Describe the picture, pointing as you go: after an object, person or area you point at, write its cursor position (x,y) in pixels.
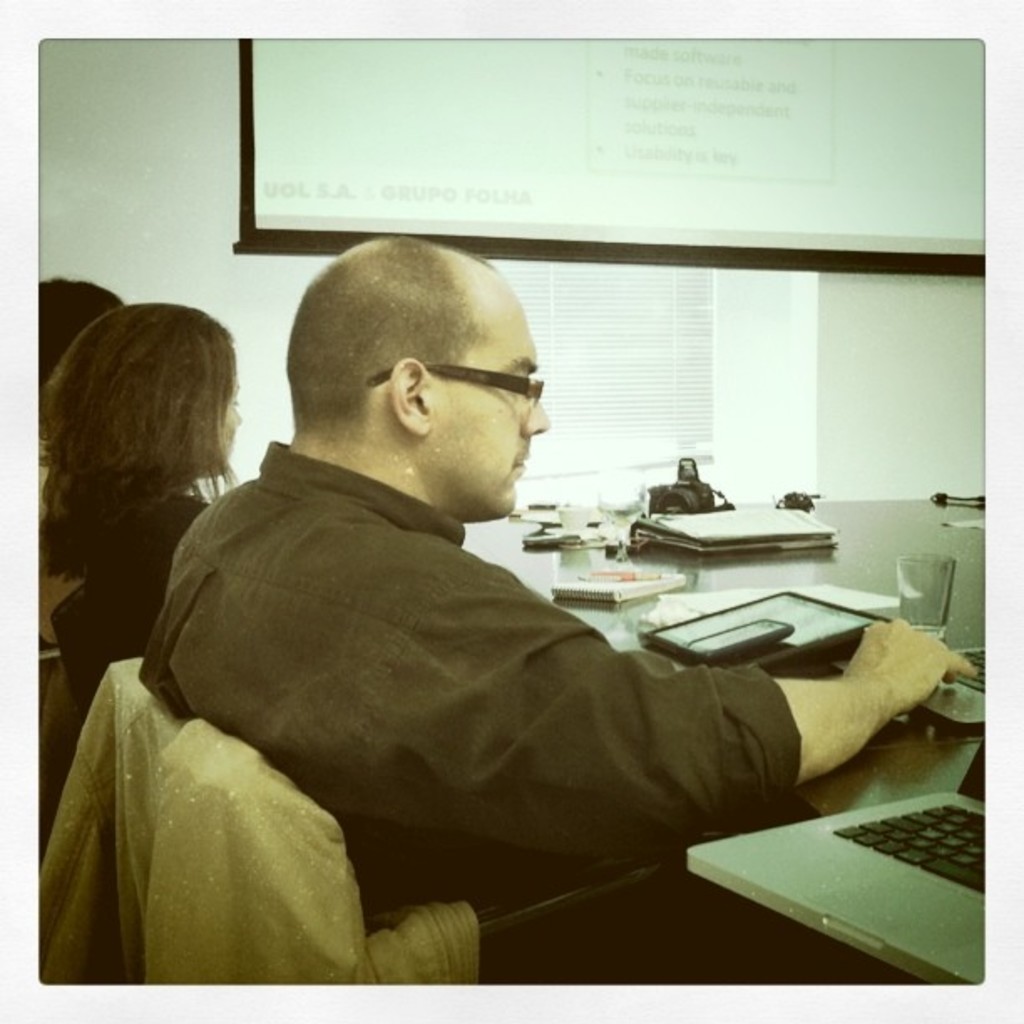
In this image I can see few persons (178,547) are sitting on chairs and in the front (559,814) I can see one of them is wearing specs (534,393). On the right side of this image (956,581) I can see a table (842,573) and on it I can see few laptops (983,682), few electronic devices (806,632), a glass (928,588), a notebook (565,599), a pen (620,581), a camera (666,507) and few other stuffs (654,524). On the top side of this image (668,248) I can see a projector screen (517,207) and on it I can see something is written.
